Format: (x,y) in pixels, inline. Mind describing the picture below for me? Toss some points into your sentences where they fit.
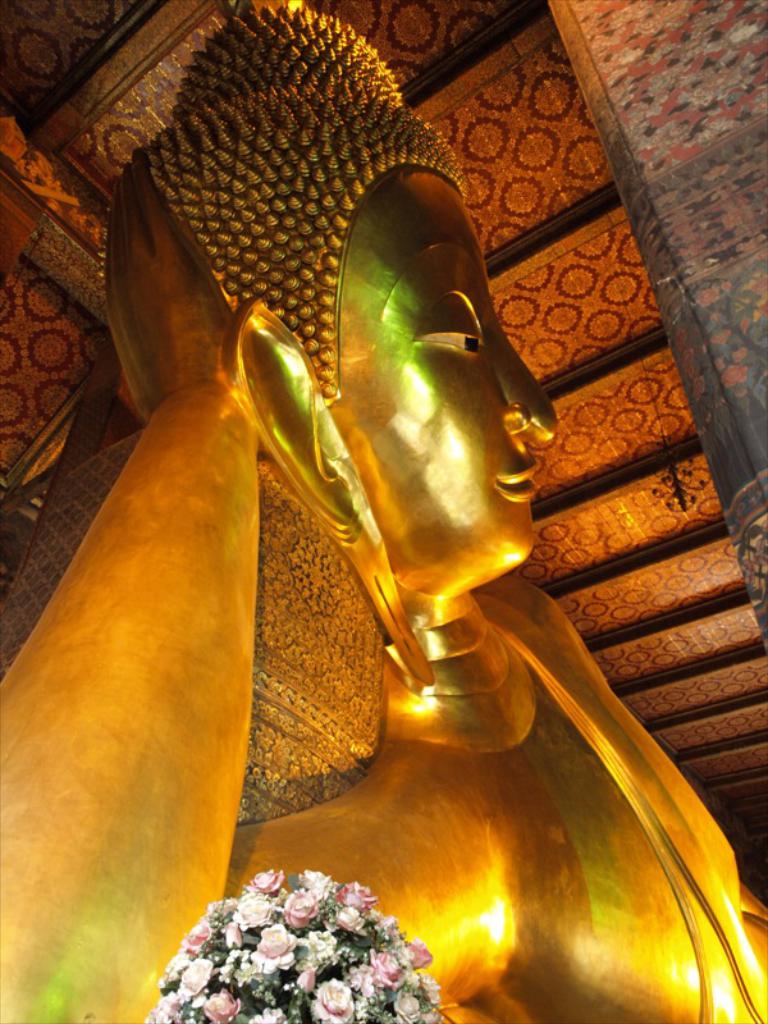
As we can see in the image there are statues (426,593) and flowers (262,961).
